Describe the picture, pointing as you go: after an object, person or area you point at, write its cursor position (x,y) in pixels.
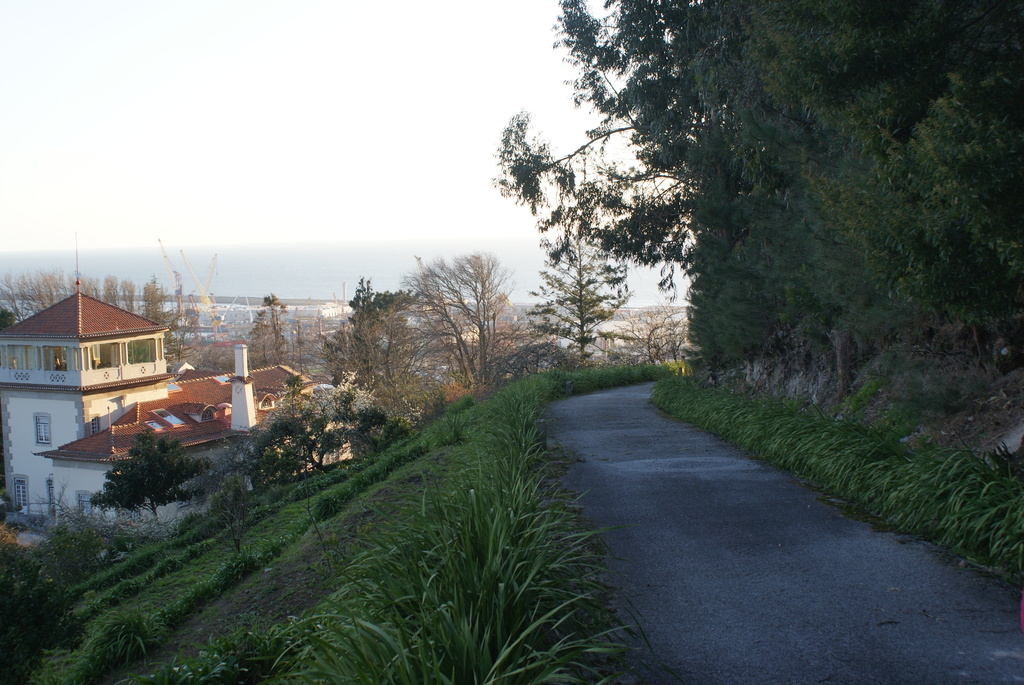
Here there is a house (29,339) and a road (641,540), here there are trees (594,268) and a sky (299,121).
